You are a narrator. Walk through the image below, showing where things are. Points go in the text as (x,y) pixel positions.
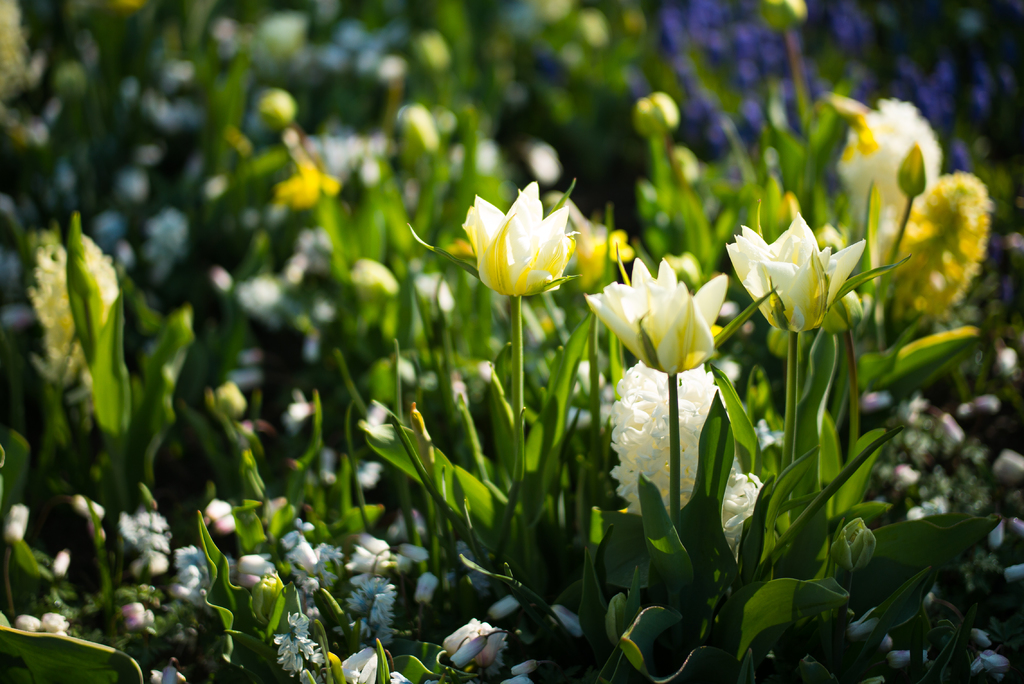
In the foreground of this image (712,327), there are beautiful flowers (628,342) to the plants (156,416) and we can also see buds (439,54) in the background (588,38).
